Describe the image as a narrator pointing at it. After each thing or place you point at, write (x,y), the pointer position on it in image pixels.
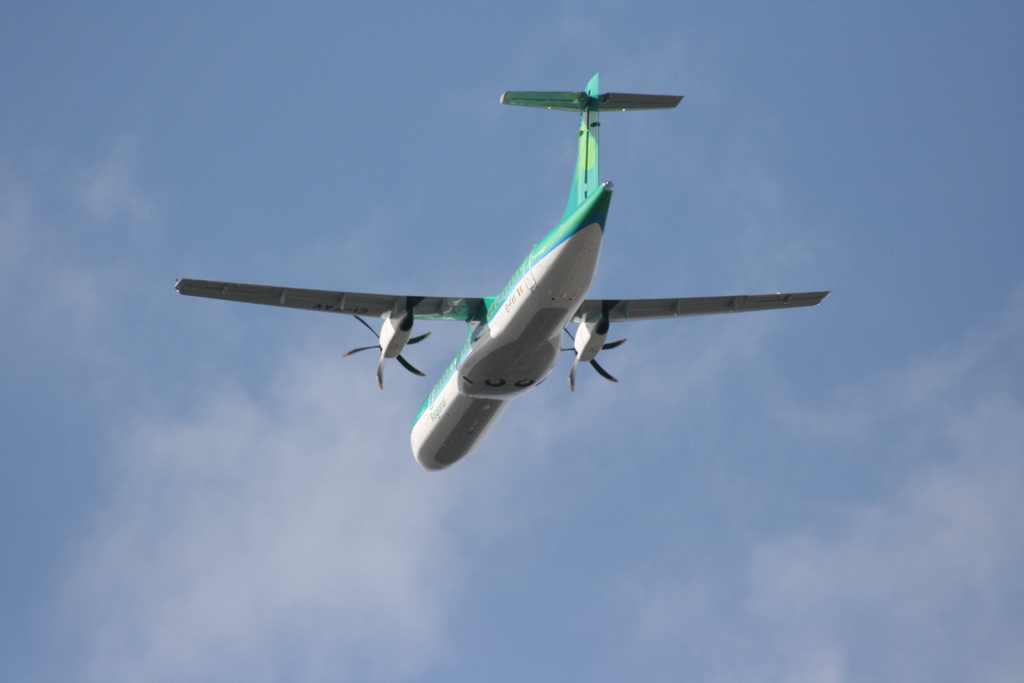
There is an aircraft (288,306) in the sky (295,264) in the image.
